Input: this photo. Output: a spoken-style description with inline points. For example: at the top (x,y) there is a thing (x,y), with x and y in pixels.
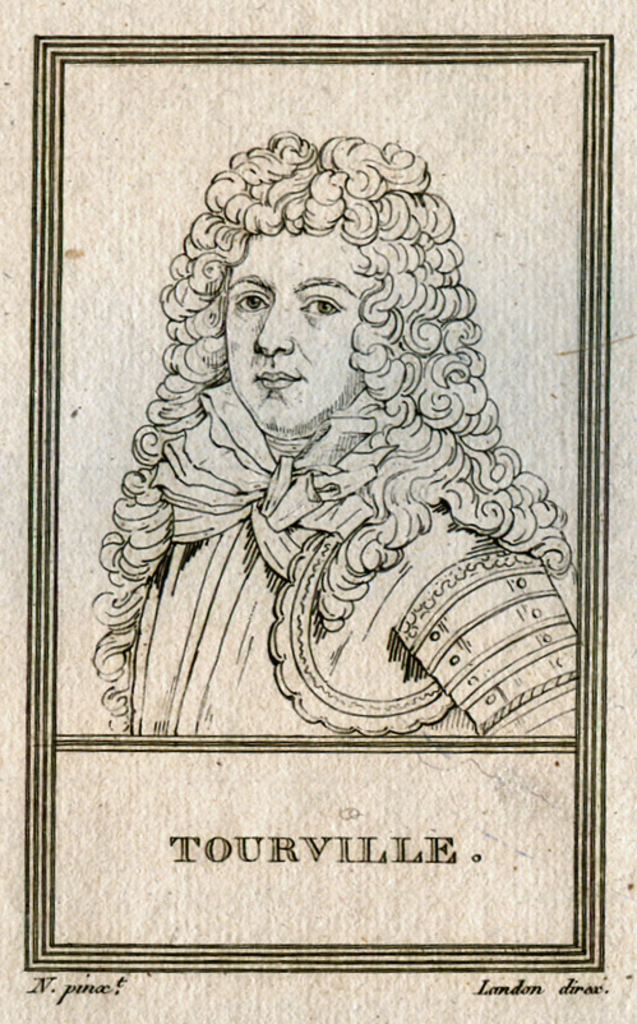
In this image there is a sketch (296,589) of a man (421,593). There is border (441,53) around the page (174,865). In the bottom (182,855) there are some text (238,860).
